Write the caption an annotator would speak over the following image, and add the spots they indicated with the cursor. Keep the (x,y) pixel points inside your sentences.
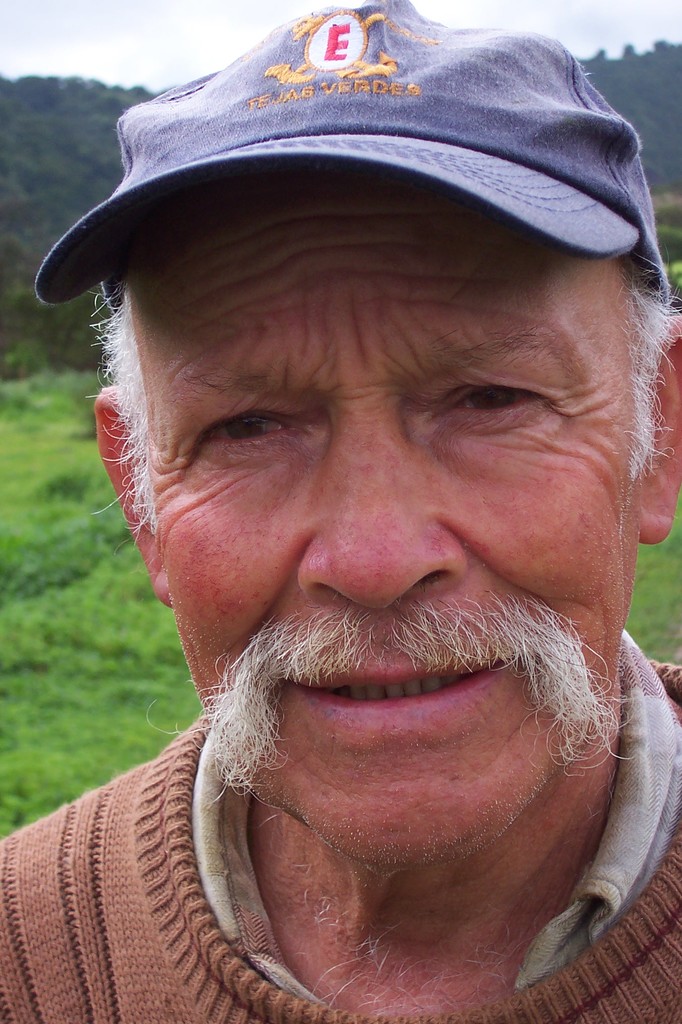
In this image, I can see an old man (526,855) smiling. He wore a sweater (118,878) and a cap (286,107). In the background (94,383), I can see the grass (50,548). These look like the hills (74,170).
